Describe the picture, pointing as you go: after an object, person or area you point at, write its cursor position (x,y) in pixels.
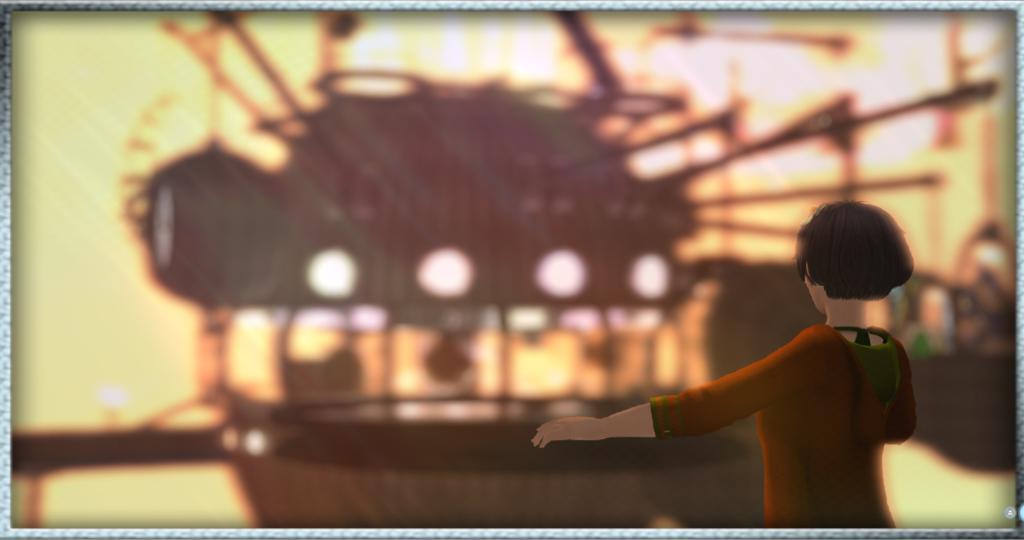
This is an animated picture. Here we can see a cartoon person (815,439) and there is a blur background (736,73).
